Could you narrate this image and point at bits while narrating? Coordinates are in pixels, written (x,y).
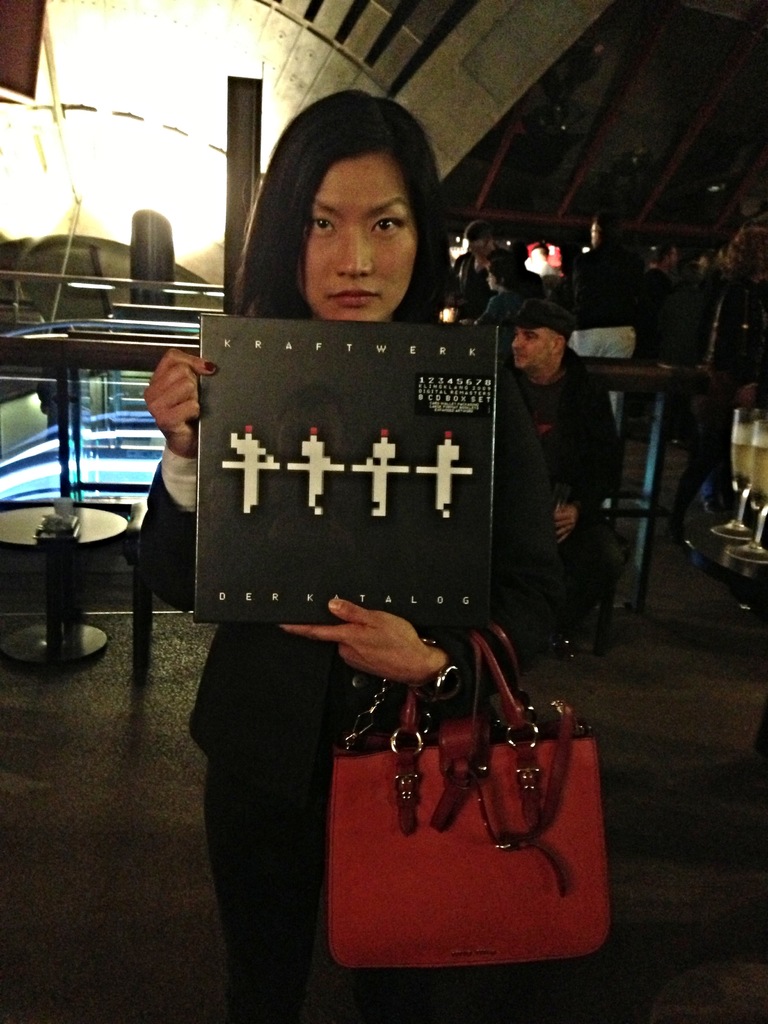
In the picture there is a woman (258,771) standing wearing red color bag (402,834) is displaying something in her hand (391,615) behind her there are also few other people (509,262) in the background (78,193) there is a light (123,158) and some iron rods (705,111).
